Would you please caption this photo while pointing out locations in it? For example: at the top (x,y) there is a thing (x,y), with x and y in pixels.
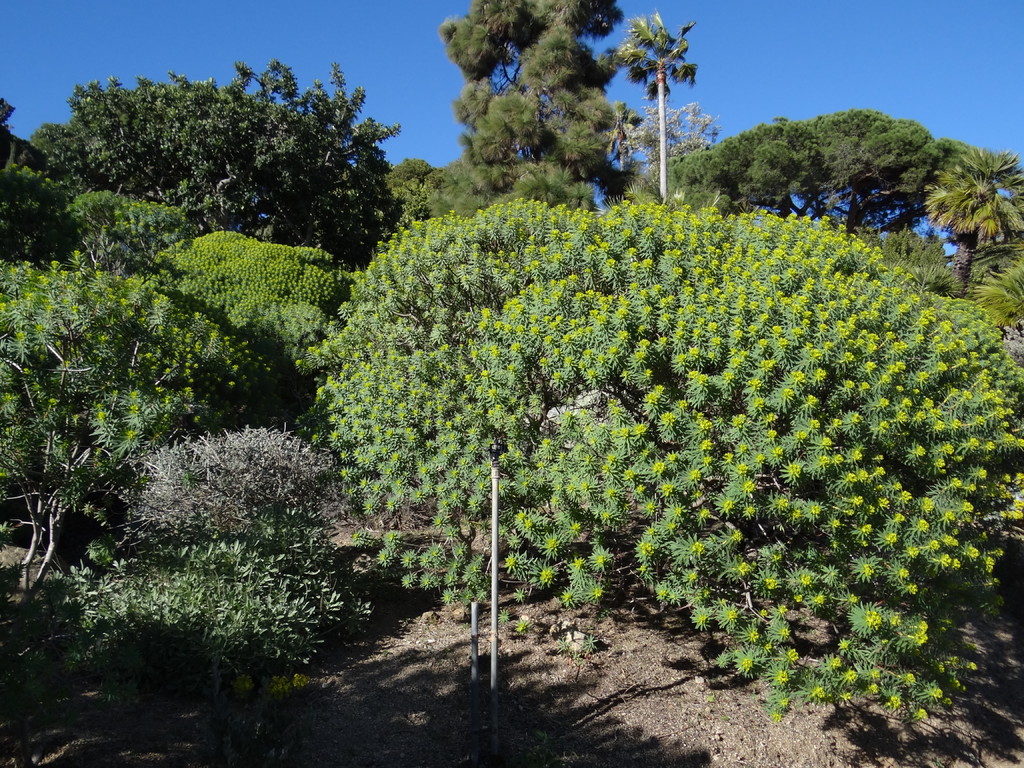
In this image we can see there are trees (551,341), poles (495,512) and sky (724,90) in the background (368,48).
